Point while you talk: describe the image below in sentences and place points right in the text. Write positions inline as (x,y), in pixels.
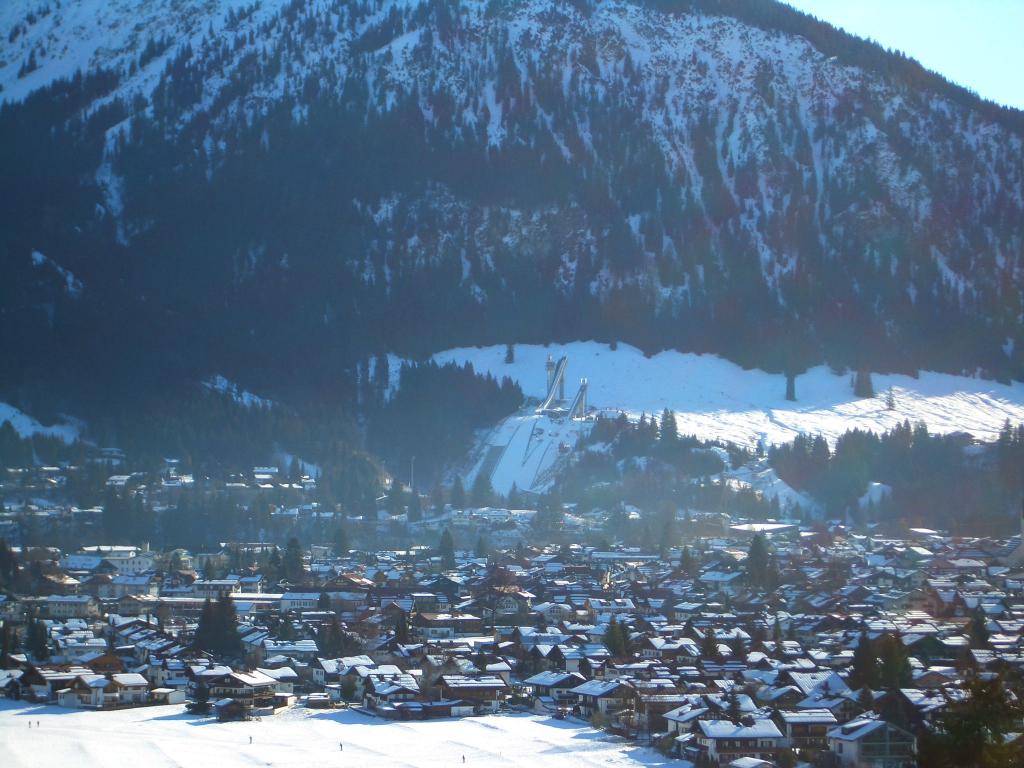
At the bottom of the image (452,709), we can see so many houses (367,605), trees (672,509) and snow (514,760). Background (977,512) we can see trees (636,521), few objects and snow (705,373). Top of the image (650,84), there is a hill (648,97) and sky (921,32).
